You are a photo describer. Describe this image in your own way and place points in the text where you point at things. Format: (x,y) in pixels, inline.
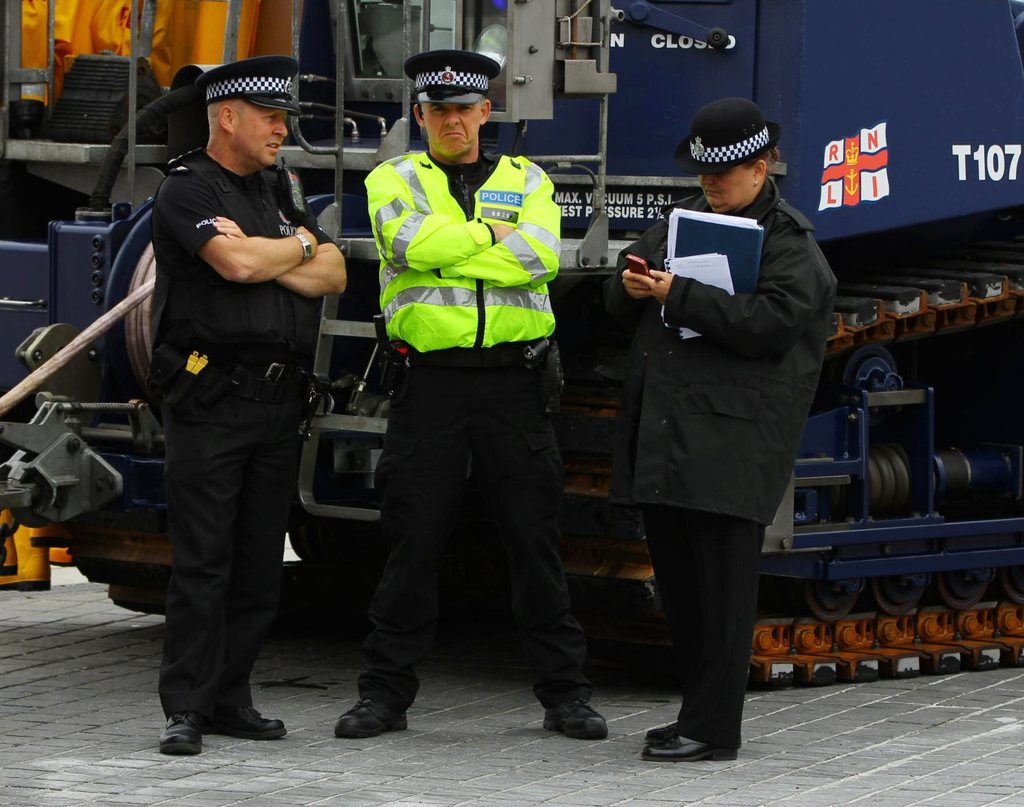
In this image there are persons (478,389) standing. In the background (575,408) there is a vehicle (105,197), there is a woman (715,382) standing and holding objects (738,268) in her hand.
